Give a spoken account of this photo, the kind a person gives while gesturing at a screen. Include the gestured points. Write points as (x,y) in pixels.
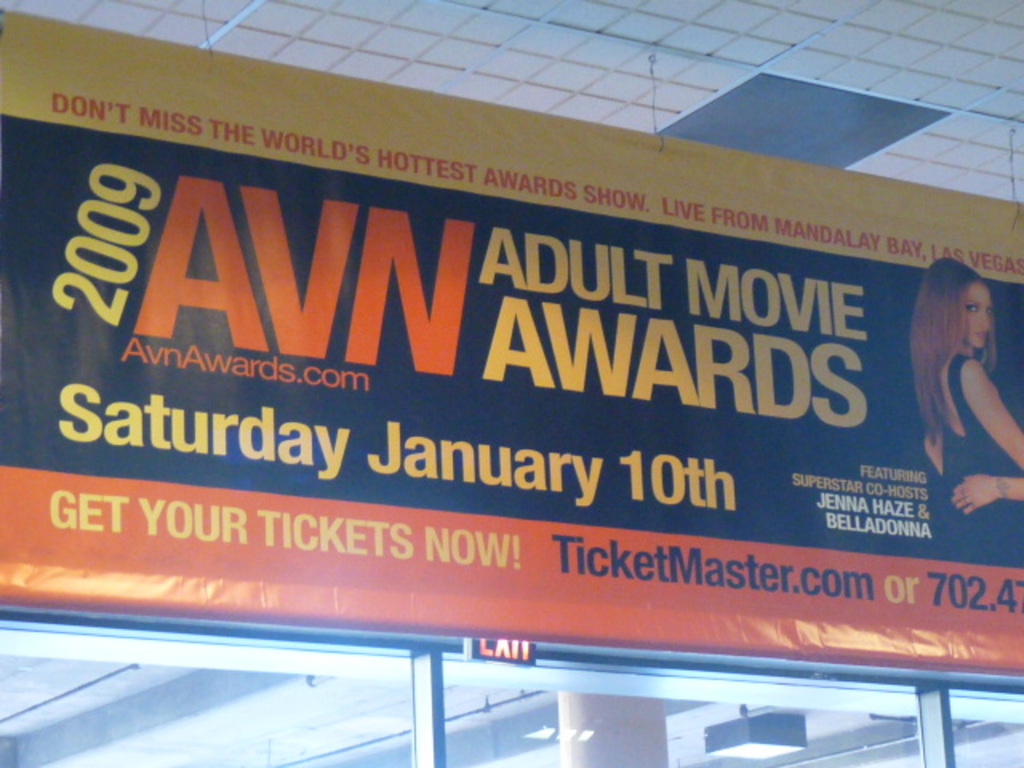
There is a banner (400,306) present in the middle of this image (375,279). We can see a glass (246,688) at the bottom of this image (515,725) and the roof (692,69) is at the top of this image (733,69).
